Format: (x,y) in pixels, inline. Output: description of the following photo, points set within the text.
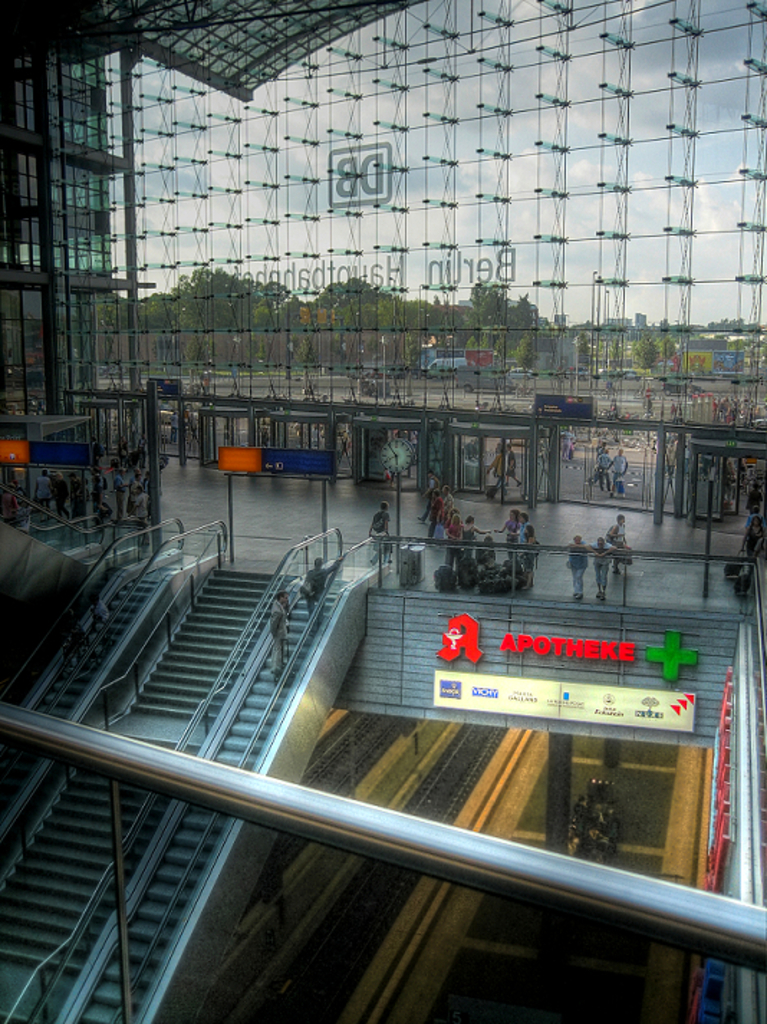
In this image we can see escalators (224,850) and stairs (195,619) with railings (671,600). Also there are people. In the back (474,344) we can see glass wall (432,225) with text (390,259). Also there are pillars (47,227). In the background (203,314) we can see trees (449,342) and sky (453,198). And there are entrances (305,444) and boards (263,458). On the board (269,454) there is text (661,712).
